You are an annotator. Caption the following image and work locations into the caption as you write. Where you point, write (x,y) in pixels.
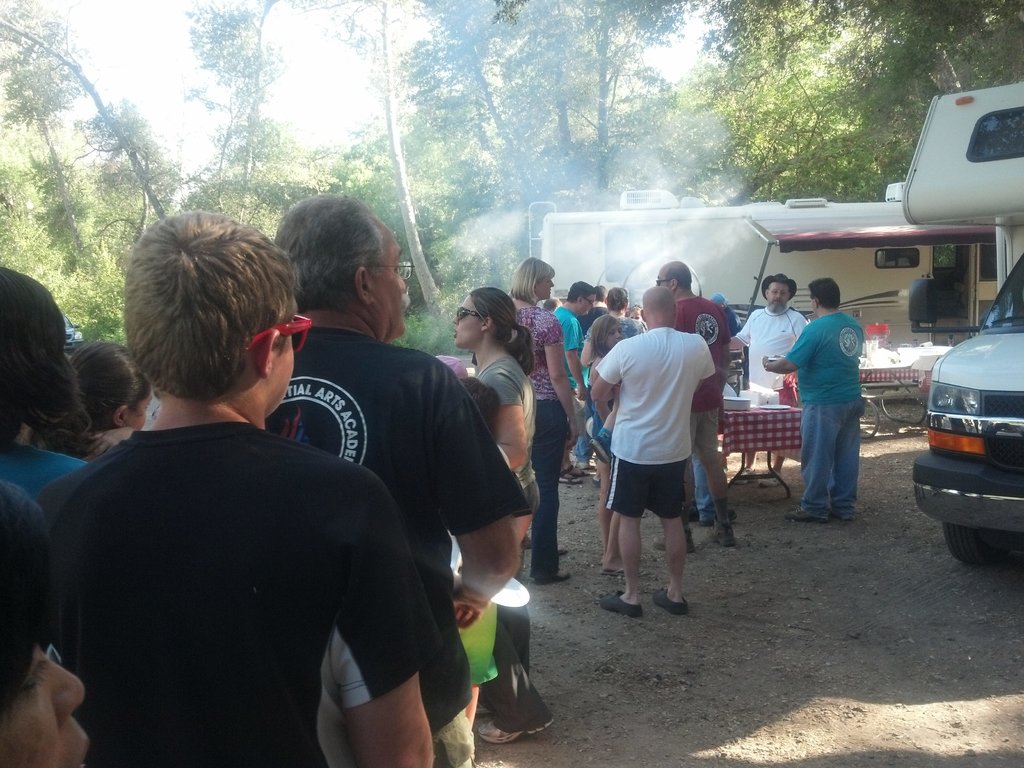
In this image I can see people (420,436) are standing. Here I can see a table (767,437) which has some objects (745,400) on it. I can also see vehicles (761,259). In the background (450,87) I can see trees (252,63) and the sky (187,82).
